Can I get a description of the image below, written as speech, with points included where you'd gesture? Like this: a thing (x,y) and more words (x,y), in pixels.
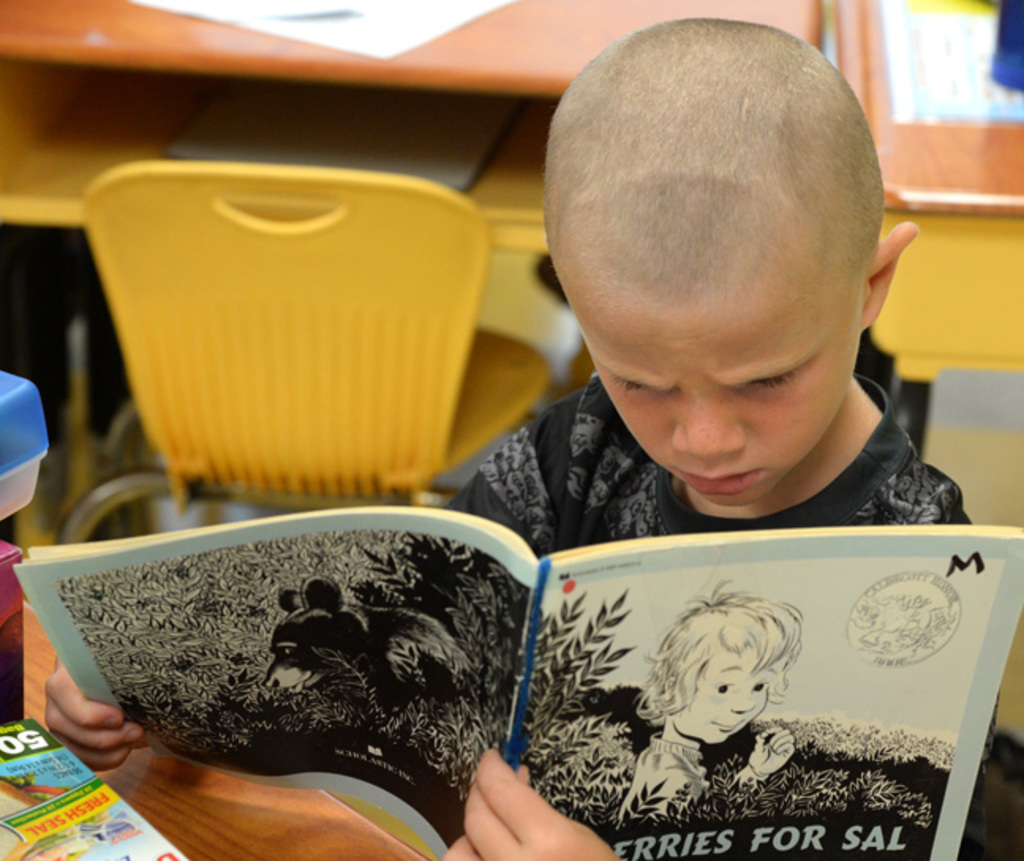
In this image in the foreground (631,339) there is one boy (686,433) who is holding a book (374,644) and reading. At the bottom (345,812) there is a table (330,817), on the table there are some books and some objects (11,476). In the background (301,255) there are some chairs (340,190), and tables (261,61). On the tables (242,66) there are some papers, and some board (248,138) and some other objects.
